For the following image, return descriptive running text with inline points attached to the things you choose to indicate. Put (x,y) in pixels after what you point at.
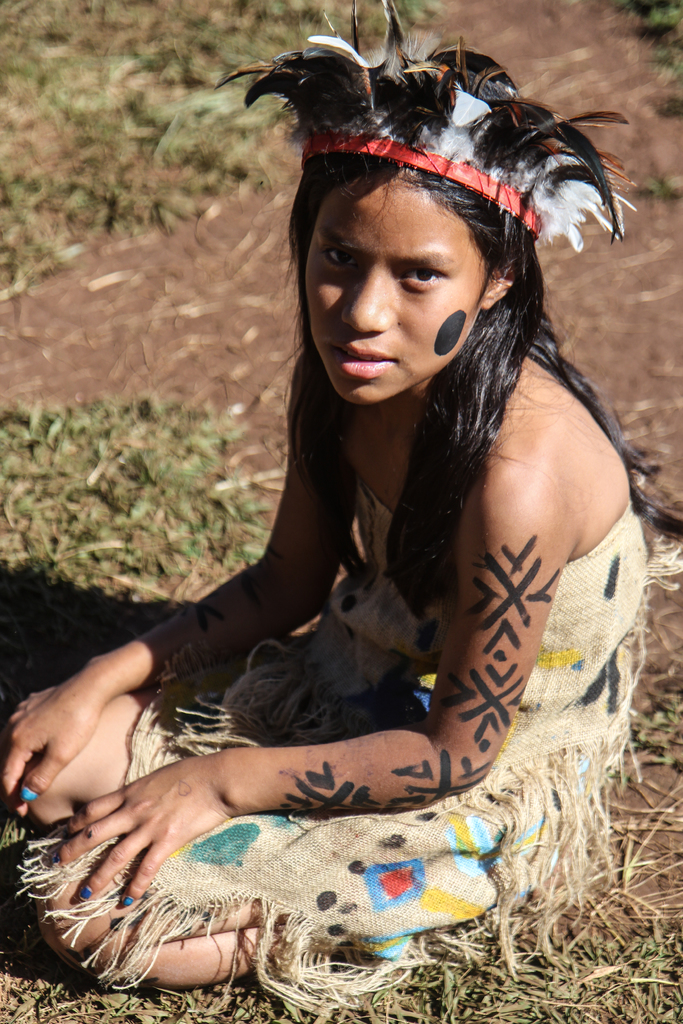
In this image I can see a person (45,753) sitting and the person (247,743) is wearing cream color dress (336,865), background the grass (215,486) is in green color.
